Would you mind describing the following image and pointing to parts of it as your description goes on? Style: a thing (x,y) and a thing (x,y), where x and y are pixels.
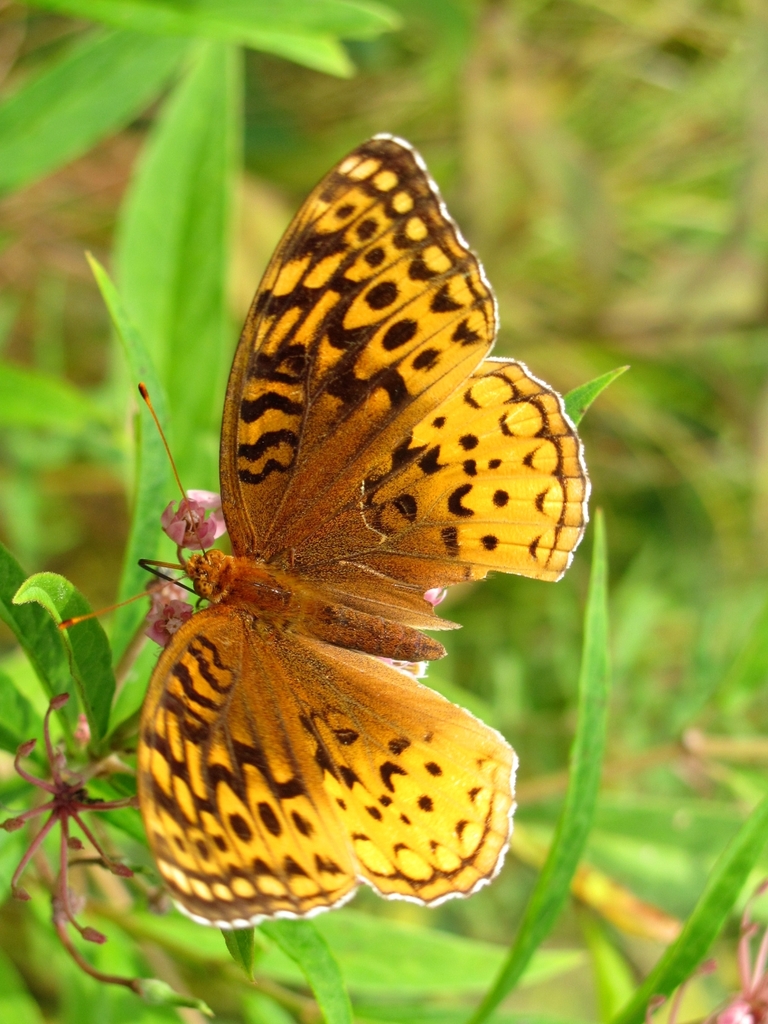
We can see butterfly (211,639) on flowers (155,638) and we can see green leaves (315,50).
